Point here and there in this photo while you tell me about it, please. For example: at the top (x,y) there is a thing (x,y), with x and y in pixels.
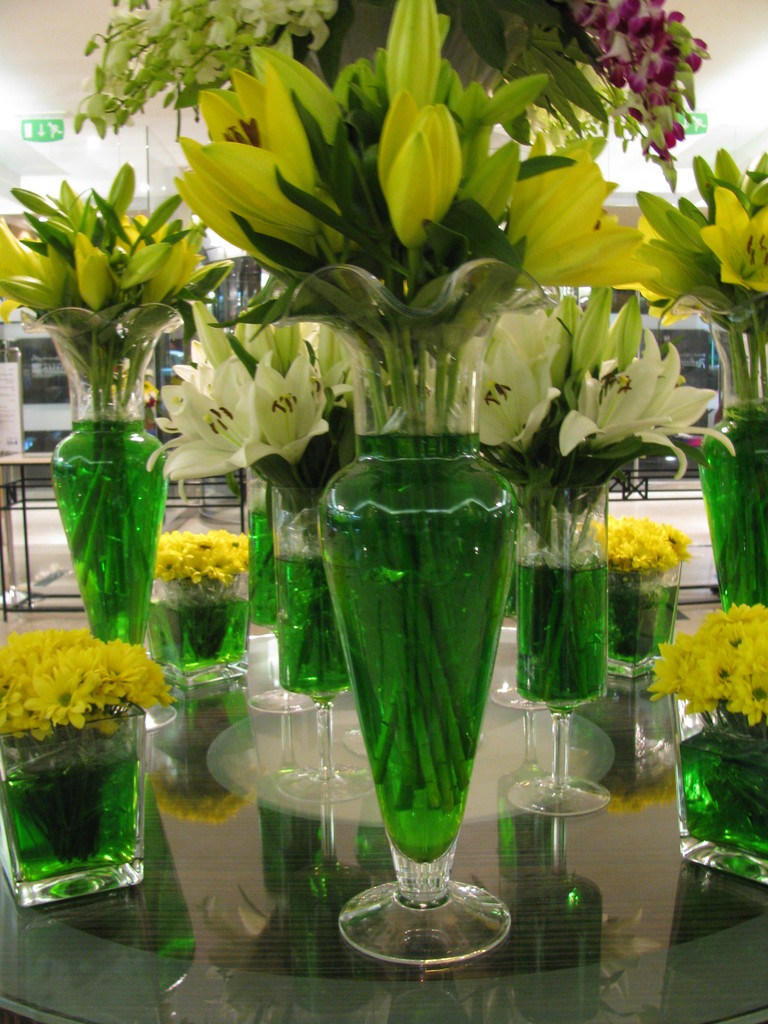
In this image there are few flower pots (408,650) on one of the tables (296,881), there is a light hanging from the roof (45,97) and there are glass doors (582,289).
